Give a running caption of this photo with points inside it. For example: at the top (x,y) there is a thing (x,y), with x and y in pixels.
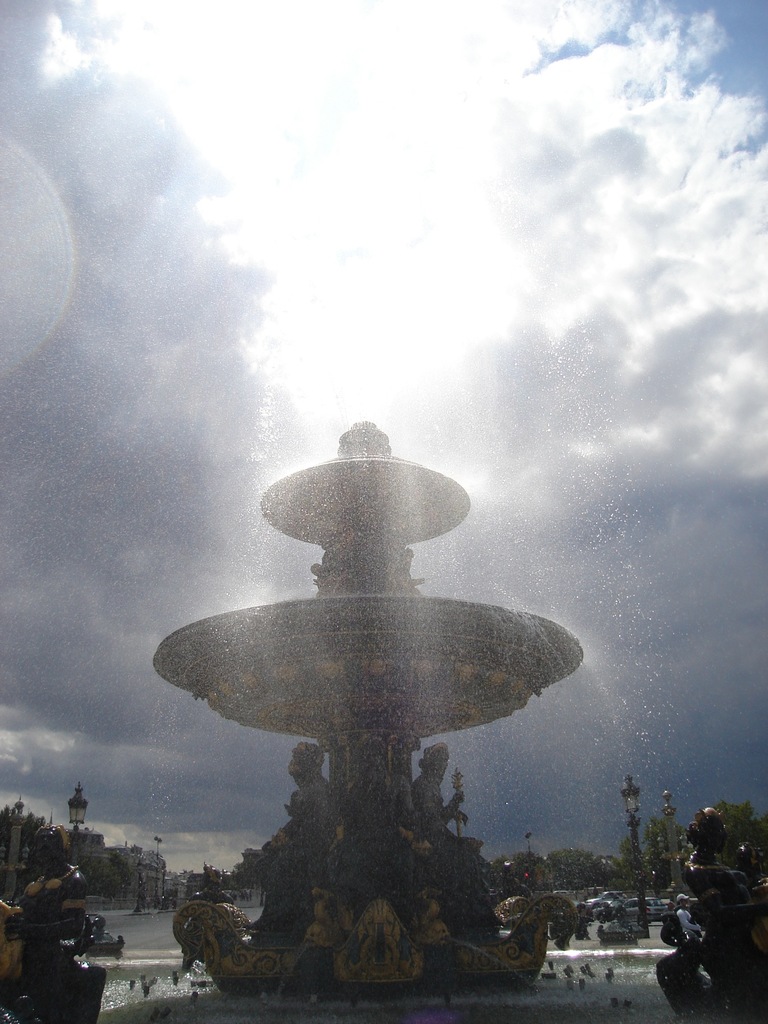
In this image we can see a fountain (328,842). Behind the fountain (364,874) we can see vehicles (629,902), trees (631,878), persons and poles (639,903) with lights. At the top (103,291) we can see the sky (17,744). At the bottom (428,823) we can see the statues (718,976).
